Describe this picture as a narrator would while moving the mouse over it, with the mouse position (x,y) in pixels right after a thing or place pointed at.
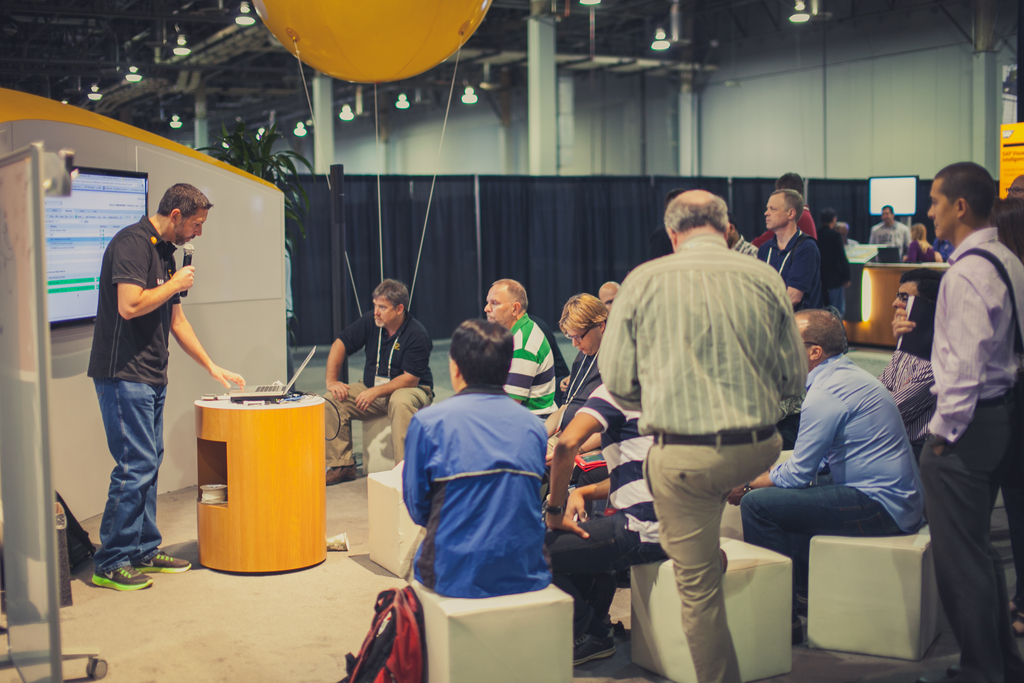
In this image there is a person (128,318) standing and holding a mic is speaking, in front of the person (140,323) on the table (242,419) there is a laptop (263,387) with cables (278,400), behind the person (199,203) there is a tv (120,210) and there is a board (33,423), in front of the person (144,368) there are a few people (510,446) seated and there are a few people (688,354) standing. On the other side of the image there is a partition (532,257), beside the partition (498,227) there are a few people (809,258) standing in front of a counter (916,263), on the counter (859,299) there is a person (898,236) with a laptop (893,260) in front of him, behind the person (889,242) there is a television (877,194), at the top of the image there are lamps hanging from the ceiling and there is a gas balloon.
